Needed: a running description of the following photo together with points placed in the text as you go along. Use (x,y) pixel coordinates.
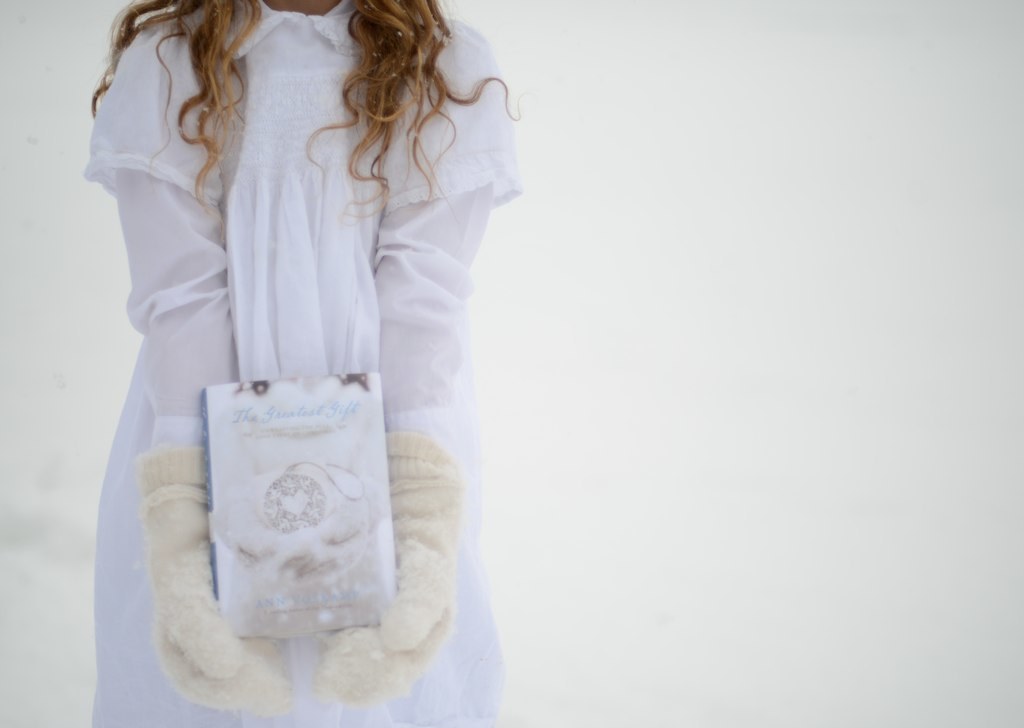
On the left side of this image (210,266) there is a woman (205,311) wearing a white color dress (246,365), gloves (397,515) to the hands (422,530), standing and holding a book (335,529) in the hands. The background (623,665) is in white color.
